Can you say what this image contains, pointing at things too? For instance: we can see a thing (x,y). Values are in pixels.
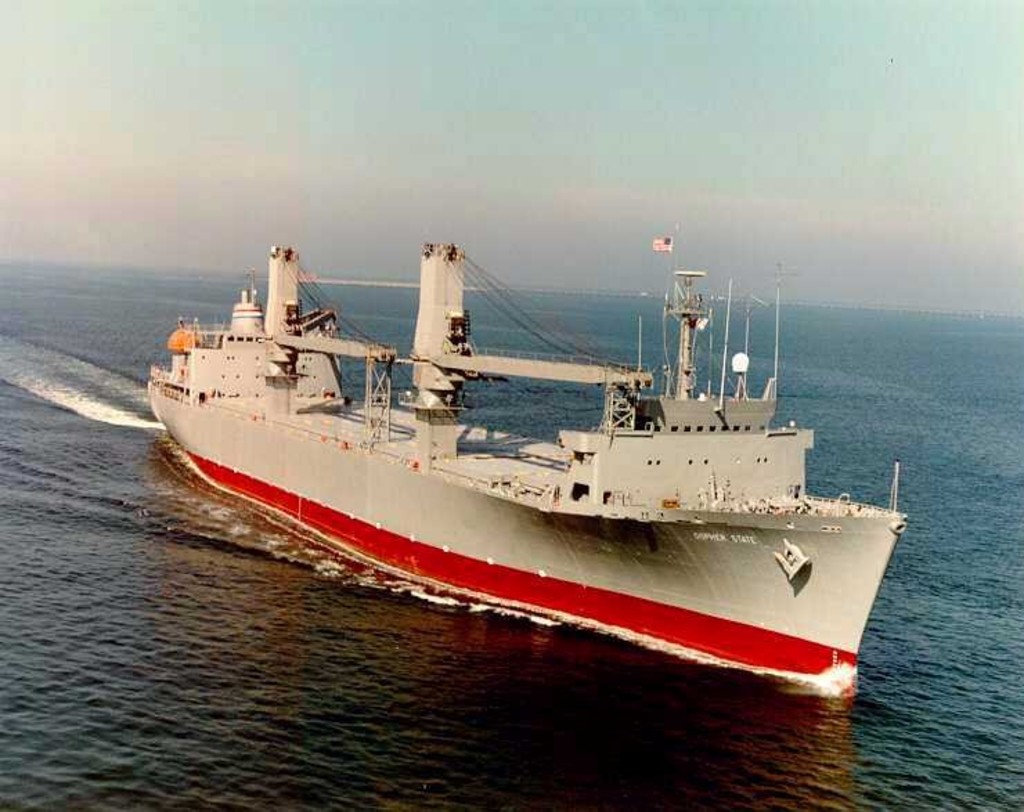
In this image there is a ship (451,478) on the sea (789,330), in the background (54,179) there is the sky (551,99).
